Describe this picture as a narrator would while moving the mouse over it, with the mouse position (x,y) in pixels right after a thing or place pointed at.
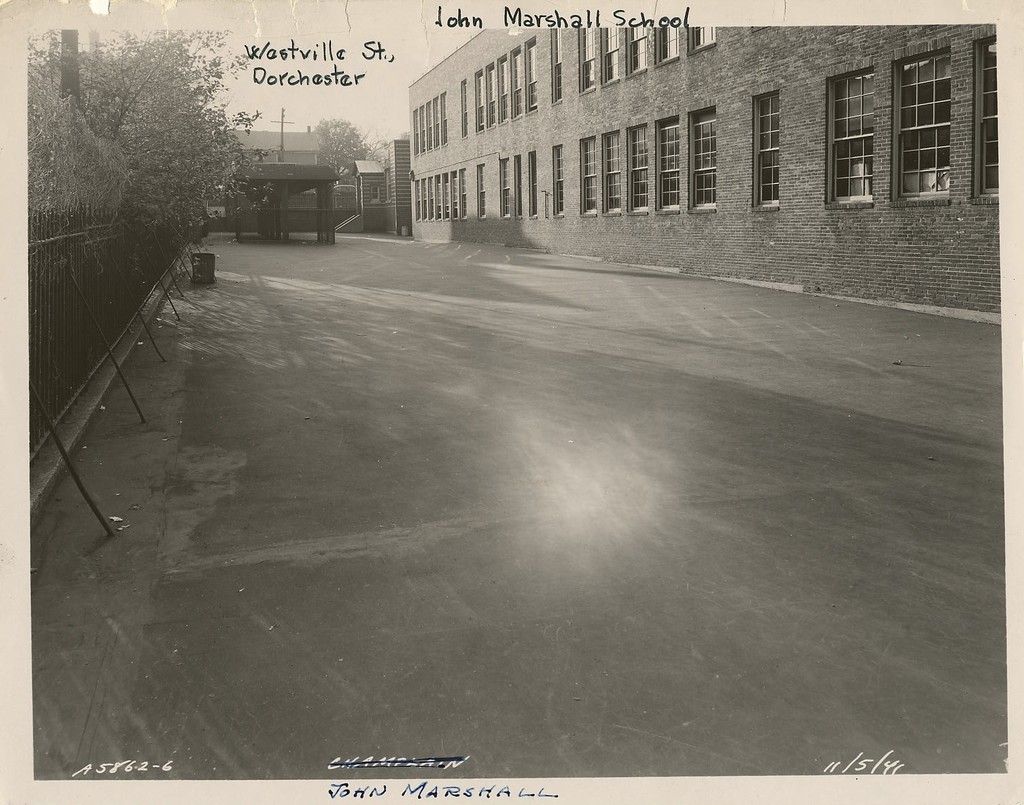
In this picture we can see the road (410,487), trees (184,225), fence (118,275), pole (282,146), buildings (554,180) with windows (630,153), steps (360,216) and some text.
